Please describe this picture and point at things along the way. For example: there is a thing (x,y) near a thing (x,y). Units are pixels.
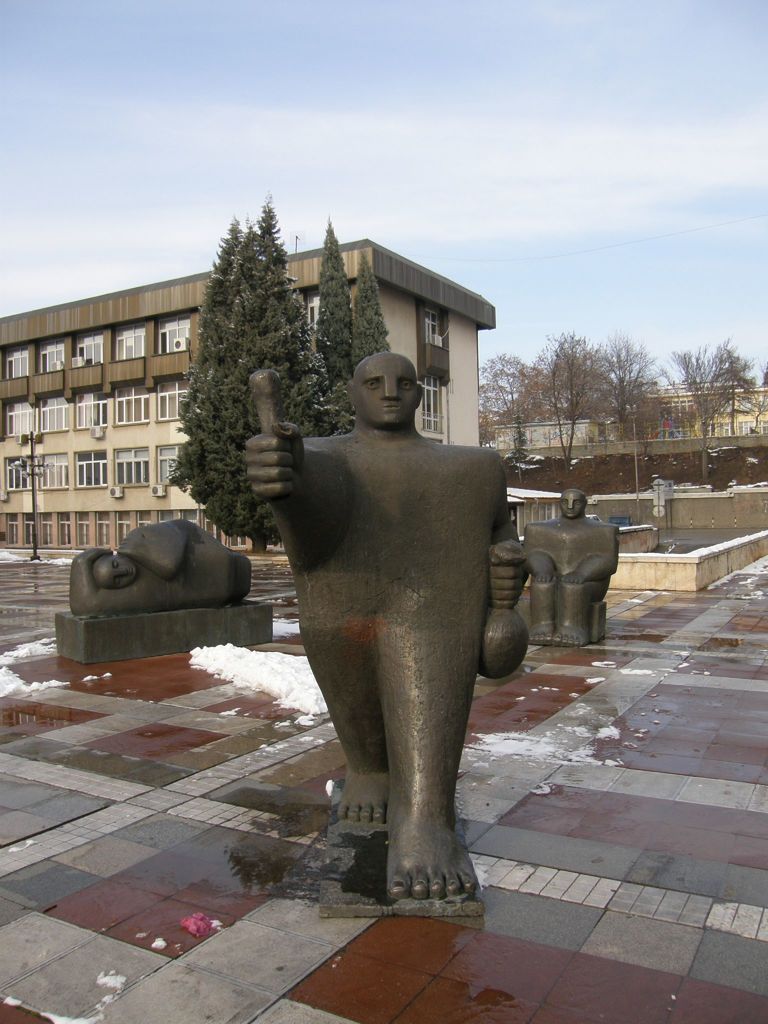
In the middle of this image (506,482), there are three statues (470,531) arranged on a wet floor (563,660). In the background (73,318), there are buildings (433,317), trees (730,370) and plants (517,427) on the ground (722,479) and there are clouds (41,226) in the sky (305,85).
